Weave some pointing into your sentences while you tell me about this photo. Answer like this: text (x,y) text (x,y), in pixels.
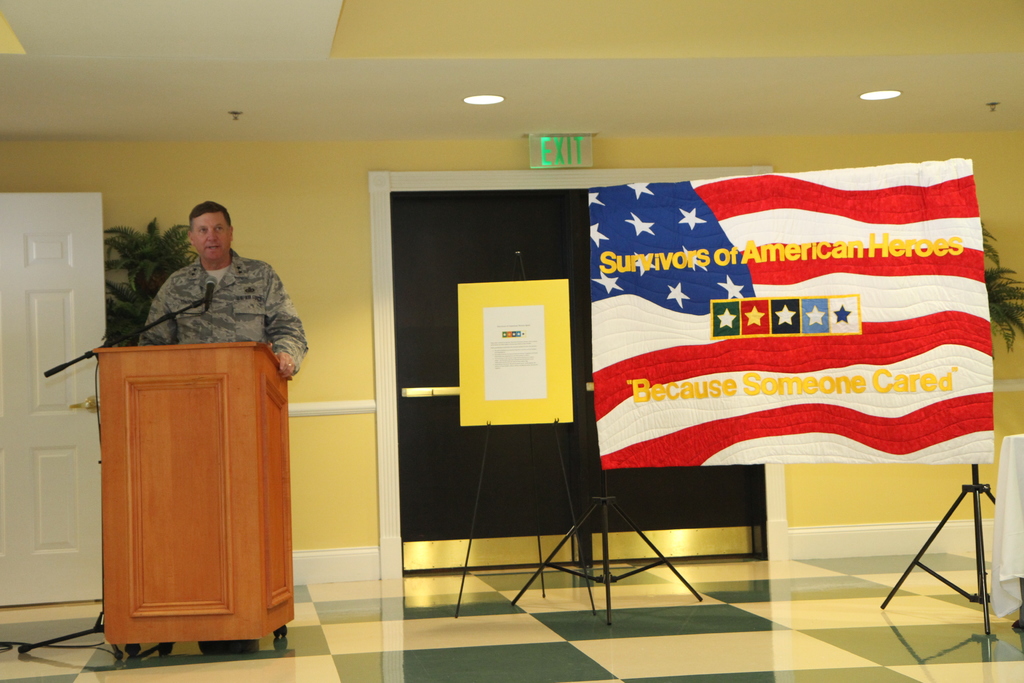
In this image I can see a person (230,270) standing in front of the podium (231,392). I can see a mic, colorful boards (838,188), stands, lights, plants (129,244), door (56,332) and the yellow color wall (343,322).
